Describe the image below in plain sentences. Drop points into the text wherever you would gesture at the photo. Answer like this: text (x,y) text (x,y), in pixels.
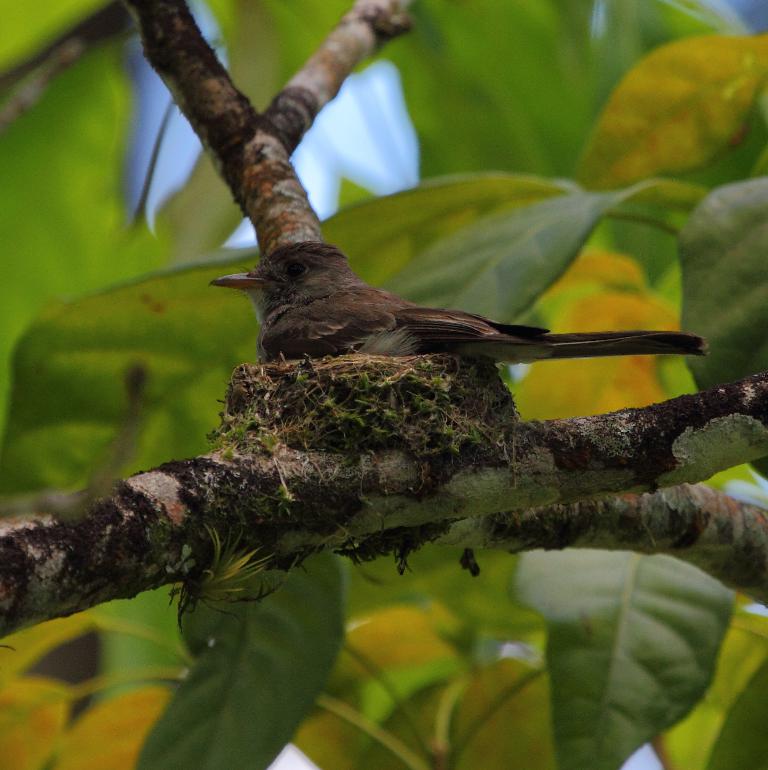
There is a bird (364,320) sitting on a nest (384,412). And the nest (406,395) is on a branch (181,538) of a tree (497,477). In the background (580,627) there are leaves (553,592).
